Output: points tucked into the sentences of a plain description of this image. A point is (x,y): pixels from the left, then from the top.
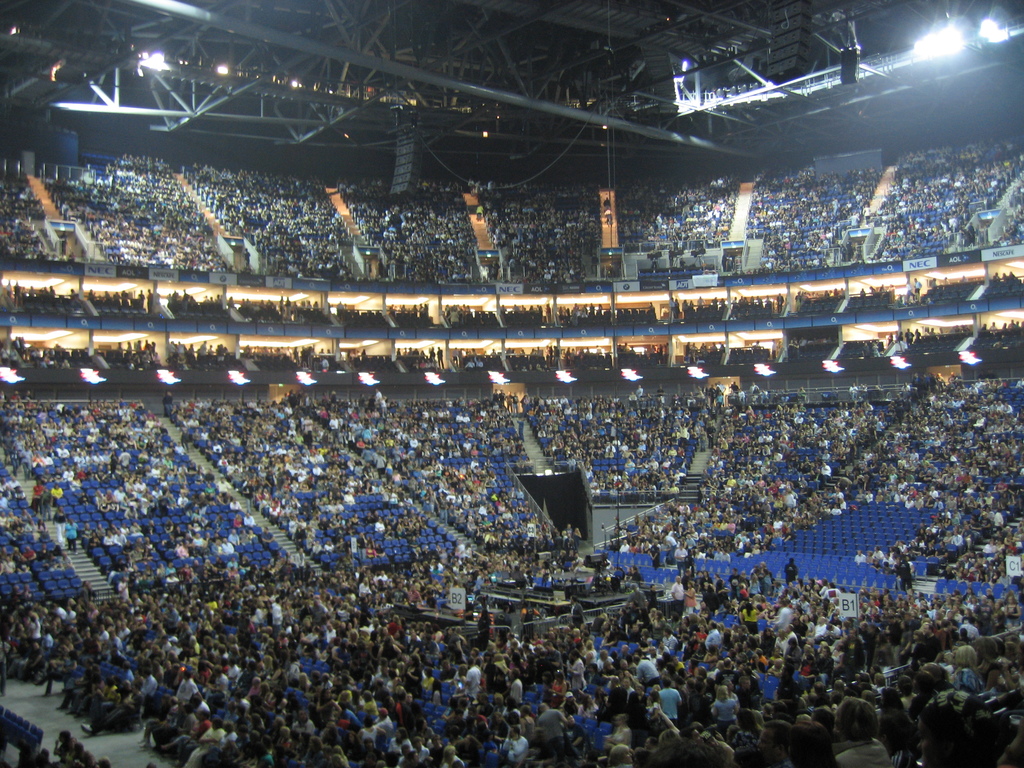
In this image we can see the indoor stadium (339,700). Here we can see the lighting arrangement (156,63) on the roof (1007,52).
